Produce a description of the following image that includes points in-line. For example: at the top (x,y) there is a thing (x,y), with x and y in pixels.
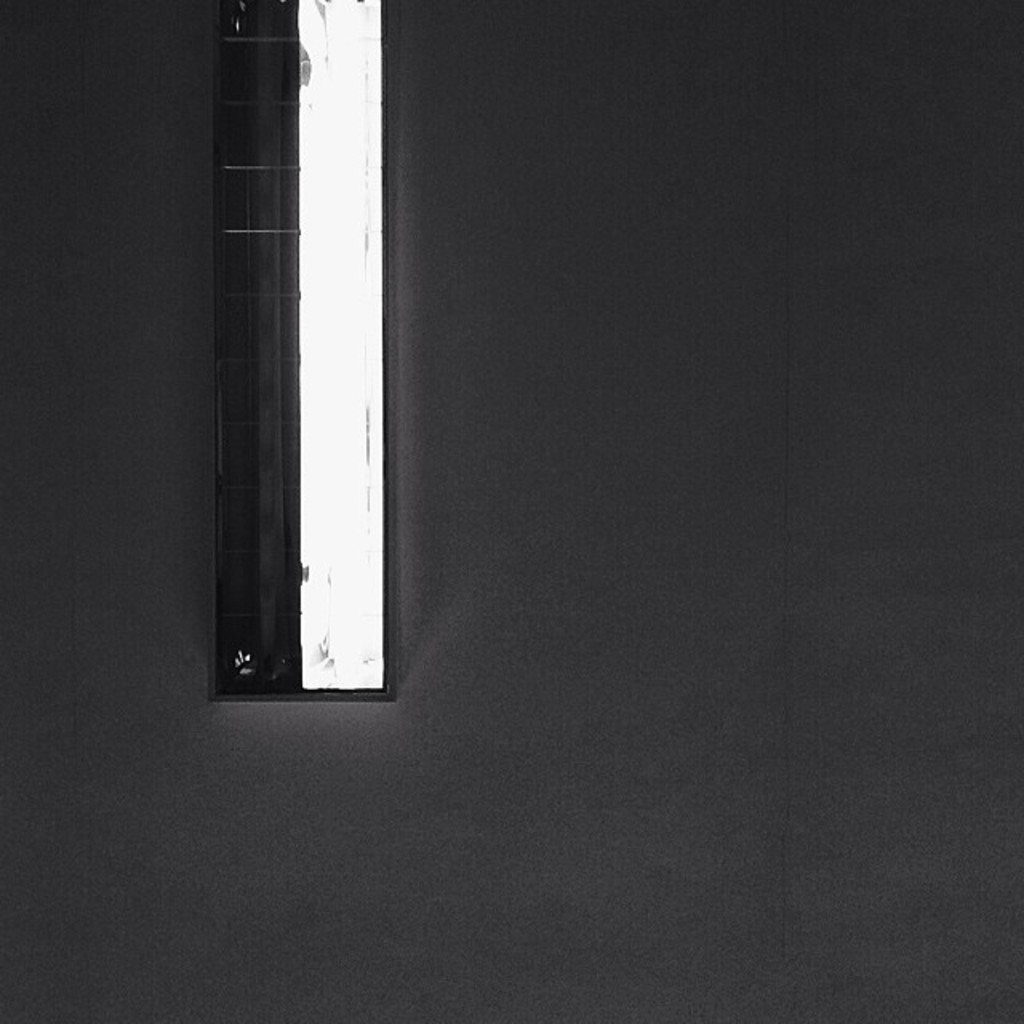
In this picture we can see a window like object (269,623), in which there are grill (238,167), pipe (260,563) and glass (313,435). In this picture there is a grey color object (583,475).
